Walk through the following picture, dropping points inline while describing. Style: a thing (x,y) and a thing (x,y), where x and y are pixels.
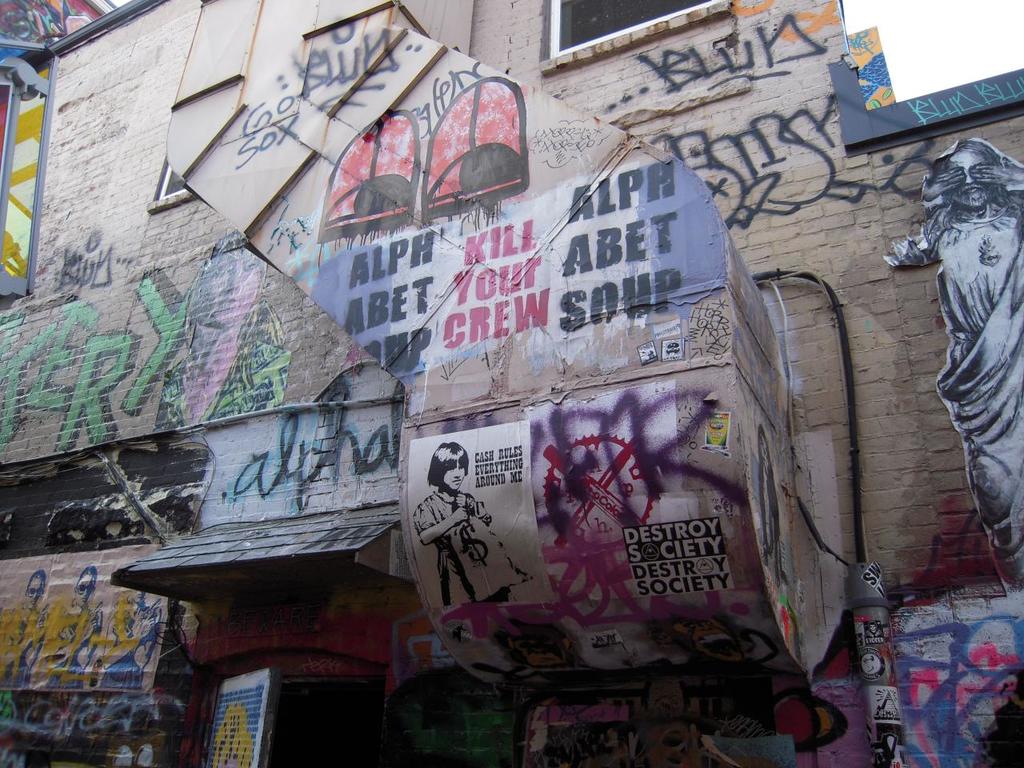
Here we can see graffiti (42,372) and posters (506,571) of people (1001,337) on the wall (170,504) and we can see door (266,677).
